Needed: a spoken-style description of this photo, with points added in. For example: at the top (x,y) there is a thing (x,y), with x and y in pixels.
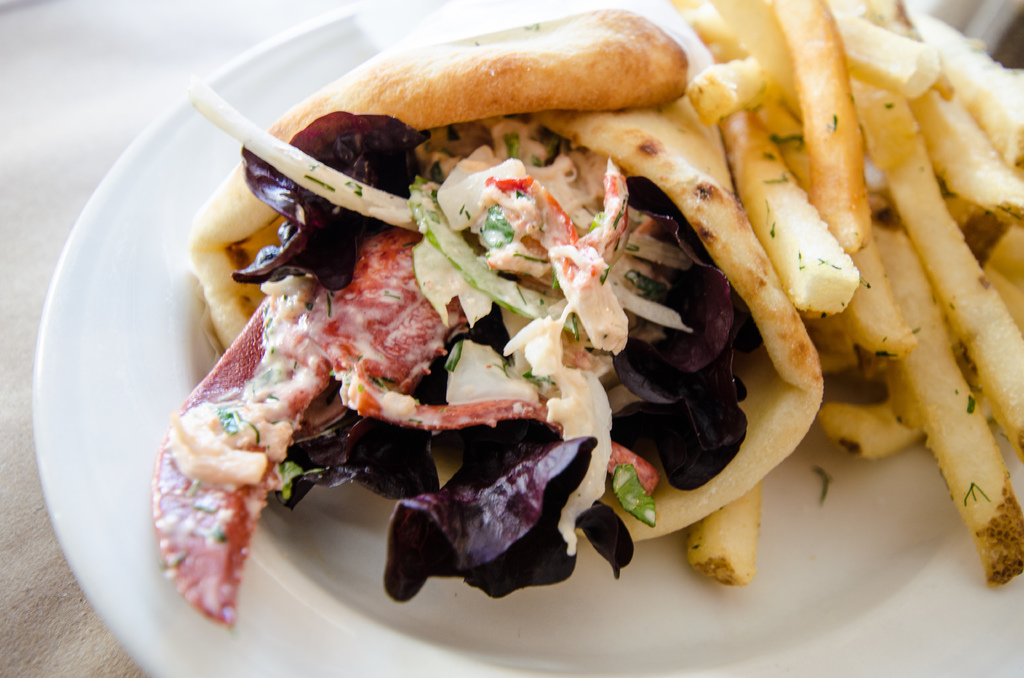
In this image we can see a plate (150,534) containing food (640,327) placed on the surface (32,461).
